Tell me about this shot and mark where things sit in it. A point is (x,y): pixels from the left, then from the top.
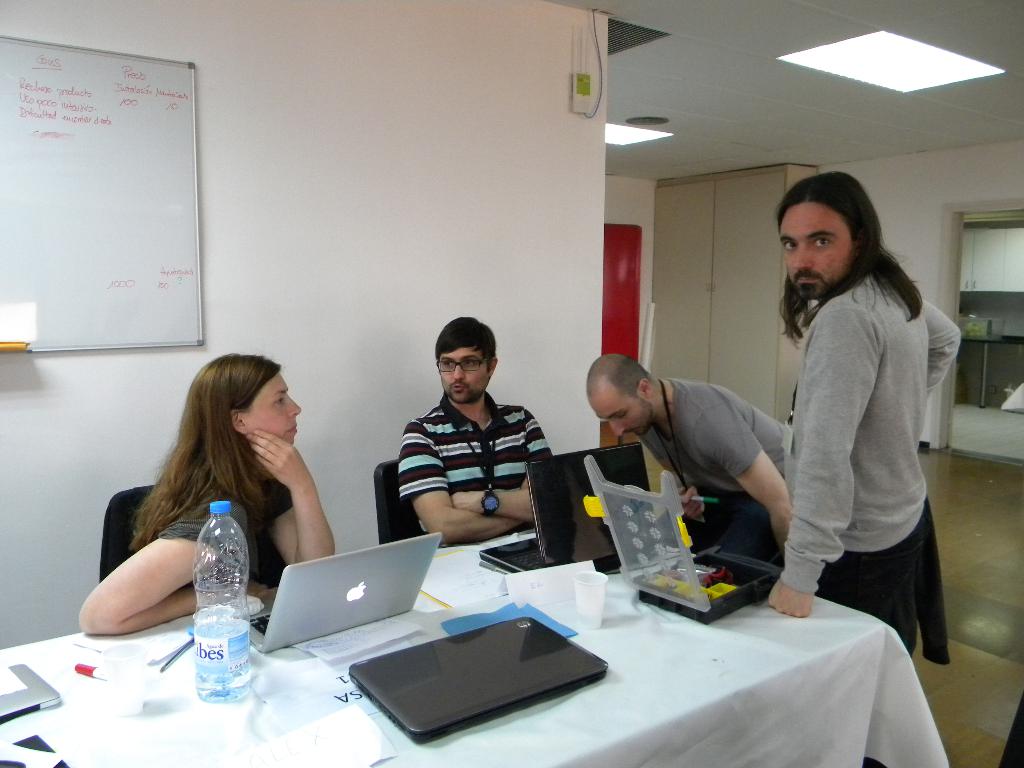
In the image we can see the four persons (686,398) the two persons (522,445) were sitting and the remaining two persons (784,455) were standing, in front of table (506,576). On table (303,662) we have laptop (306,581), bottle (221,650) etc. Coming to the background (327,214) we can see the wall (410,193) and board (110,193).
